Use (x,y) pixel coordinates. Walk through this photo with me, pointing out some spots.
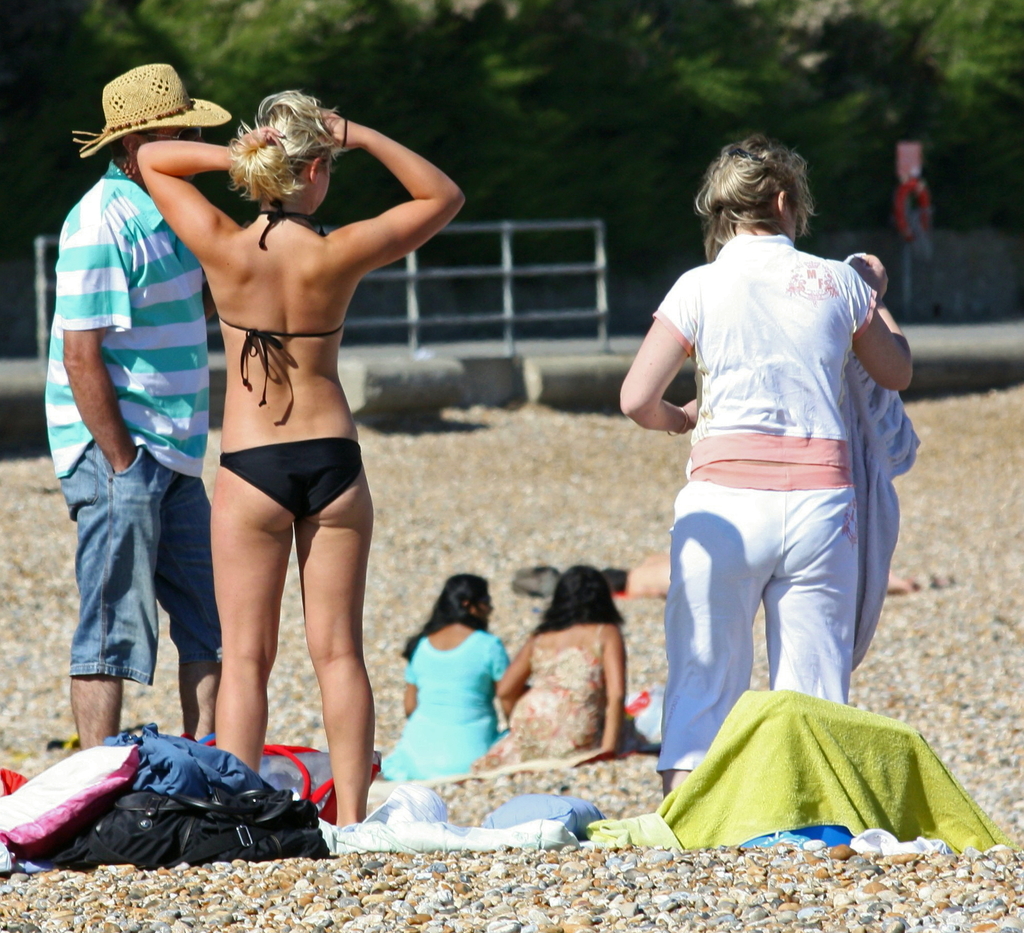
In this picture we can see three persons (754,476) are standing in the front (266,428), at the bottom (640,859) there are some stones (529,883), a bag (245,852) and a towel (914,814), there are two persons (584,620) sitting in the middle (570,622), in the background (636,96) there are some trees (676,204) and railing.
